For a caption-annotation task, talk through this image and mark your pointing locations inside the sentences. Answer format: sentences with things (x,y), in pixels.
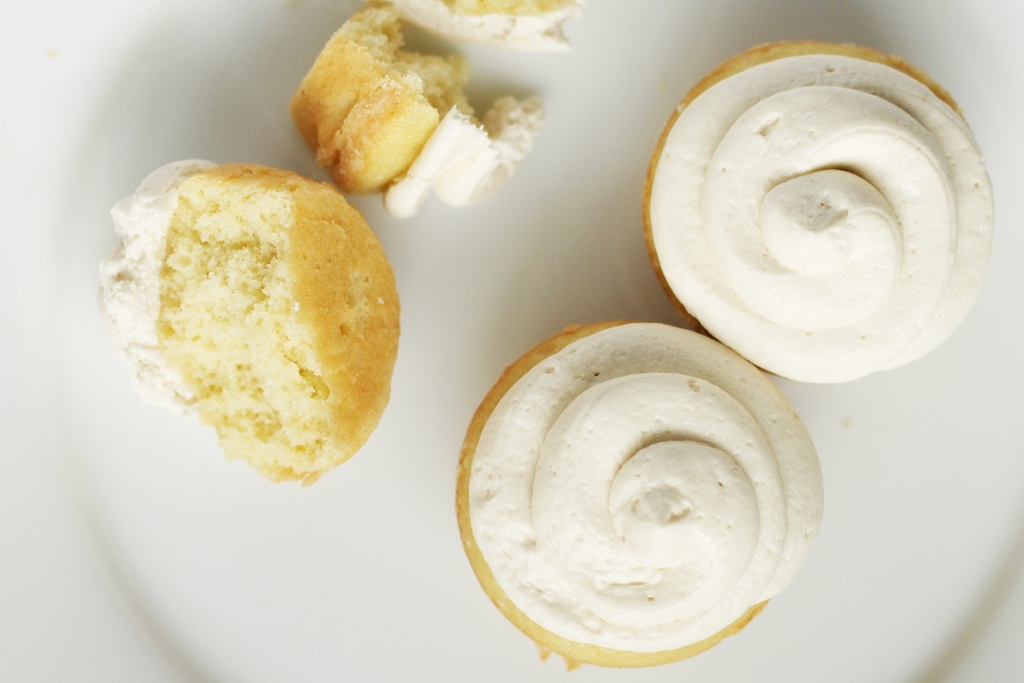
In this picture I can see cupcakes (684,459) on the plate (521,332).
